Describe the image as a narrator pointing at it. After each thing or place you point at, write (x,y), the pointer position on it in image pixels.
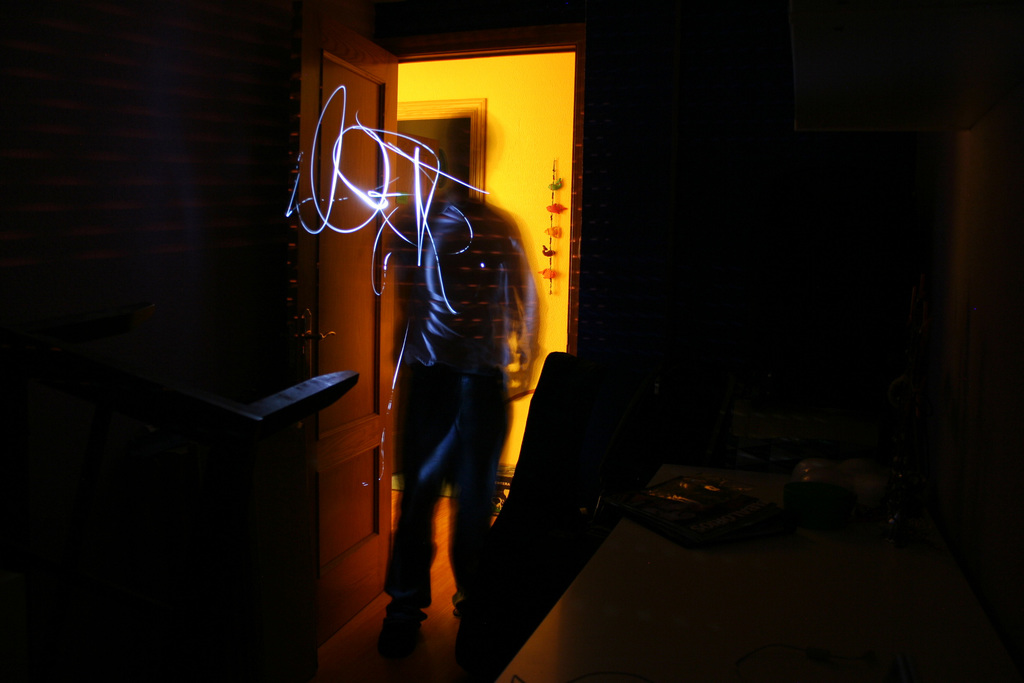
In this picture I can see a person (466,371) who is standing in the centre (419,261) and I see the light (335,157) and I see that it is dark on both the sides. In the background (553,66) I see the wall (501,107) and I see a door (347,197) near to the person (407,249).
